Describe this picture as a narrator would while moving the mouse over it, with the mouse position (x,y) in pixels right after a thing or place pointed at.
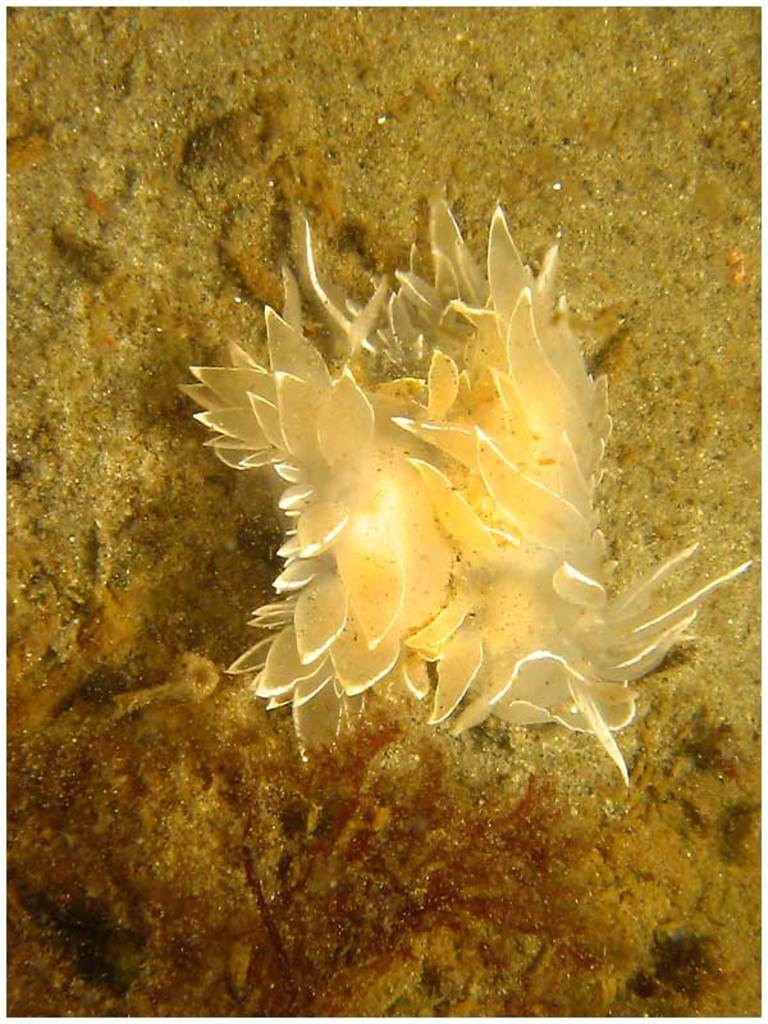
In the image we can see water plants (374,855) and sand (127,396).
